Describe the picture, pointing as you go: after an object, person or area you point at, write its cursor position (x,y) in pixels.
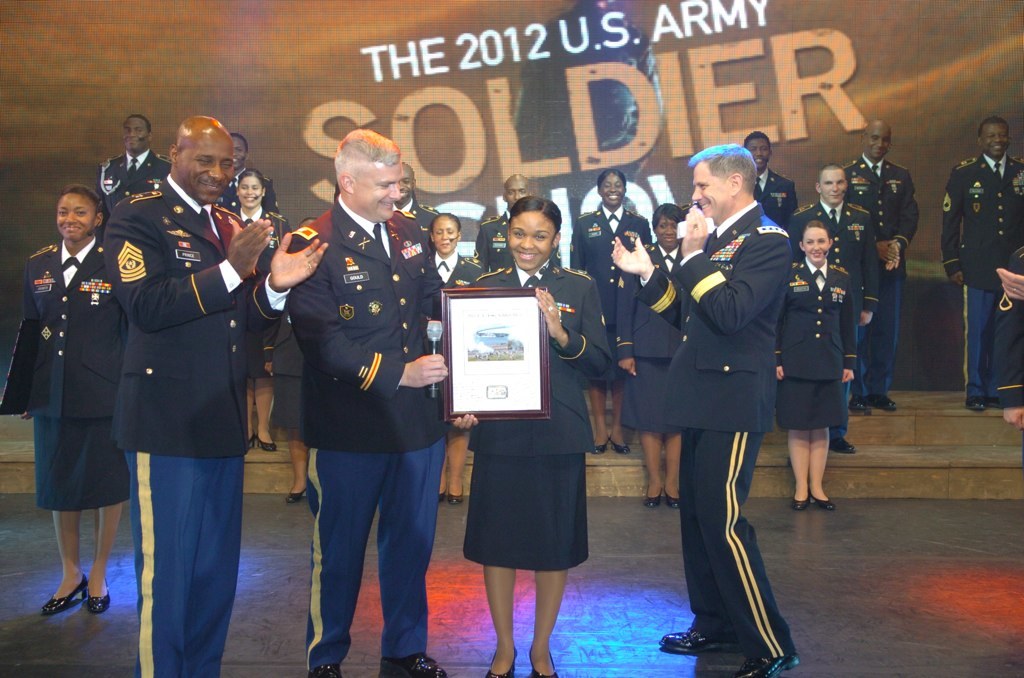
In this picture, we see people (552,441) standing. In the middle of the picture (365,321), the man (358,310) in the uniform (357,354) is presenting a certificate (464,339) to the woman (519,420) beside him. He is holding a microphone (439,337) in his hand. Behind them, we see people (829,355) in the uniform (810,355) are standing. All of them are smiling. Behind them, we see a sheet (256,98) in brown color with some text (317,136) written on it.
